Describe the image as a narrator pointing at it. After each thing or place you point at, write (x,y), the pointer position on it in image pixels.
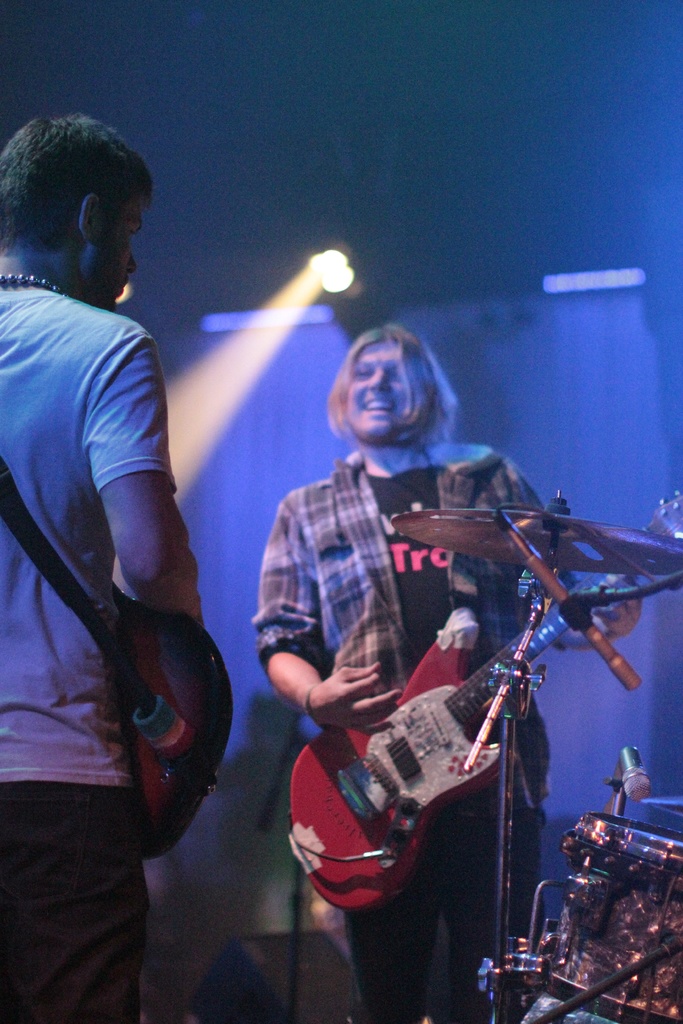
in this picture there are two people (533,749) both are holding the guitar (221,679) and one of them is smiling.
